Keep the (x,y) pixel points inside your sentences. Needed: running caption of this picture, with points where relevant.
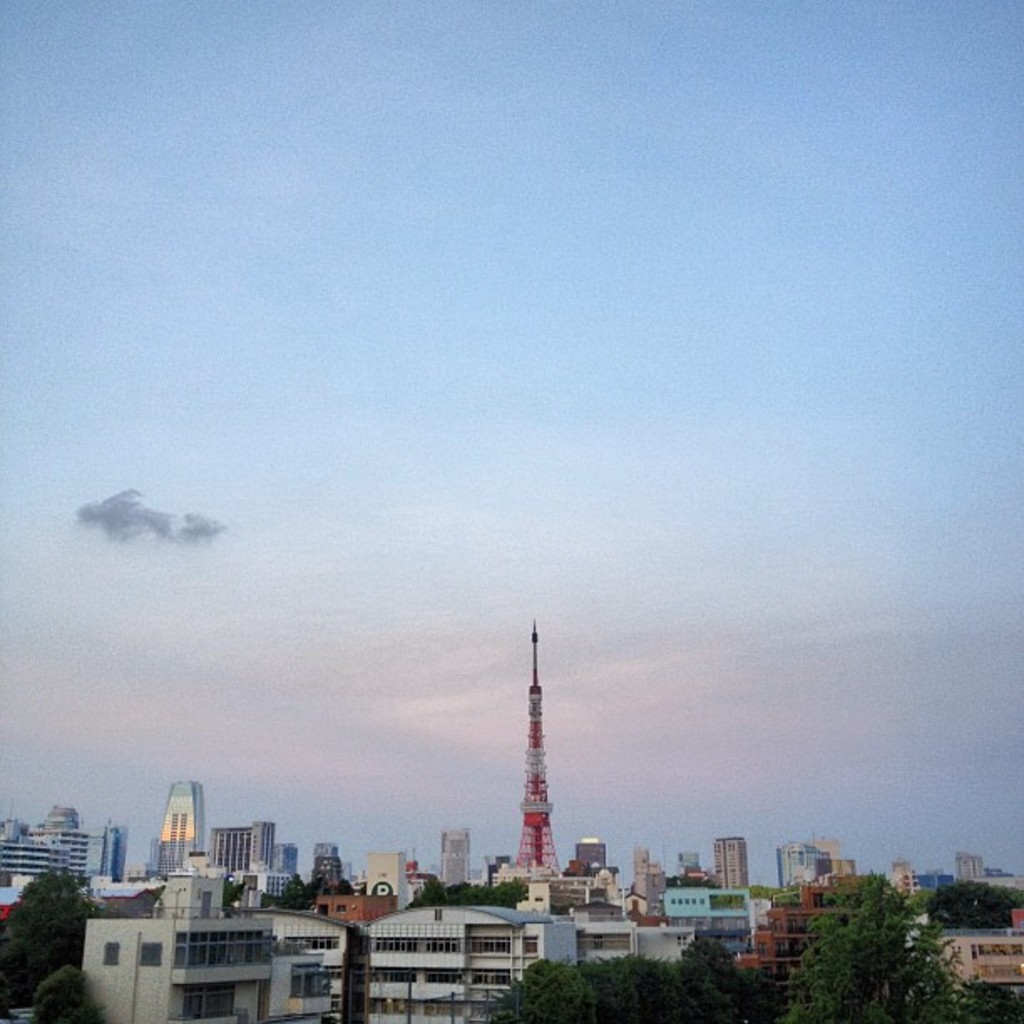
There are some trees (717,959) and buildings (484,943) at the bottom of this image (362,921) and there is a blue sky (388,538) in the background (578,510).
